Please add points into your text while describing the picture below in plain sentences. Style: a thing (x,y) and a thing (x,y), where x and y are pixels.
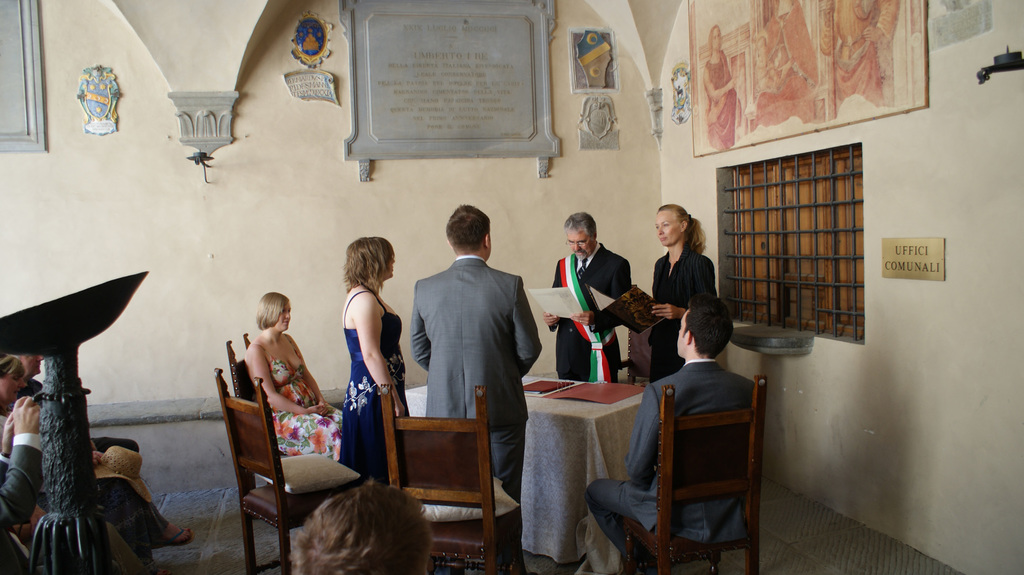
In this picture we have a group of people (456,328) Standing and some people (282,395) sitting on the chairs (478,399) and some frames (417,88) on the wall (954,49).
